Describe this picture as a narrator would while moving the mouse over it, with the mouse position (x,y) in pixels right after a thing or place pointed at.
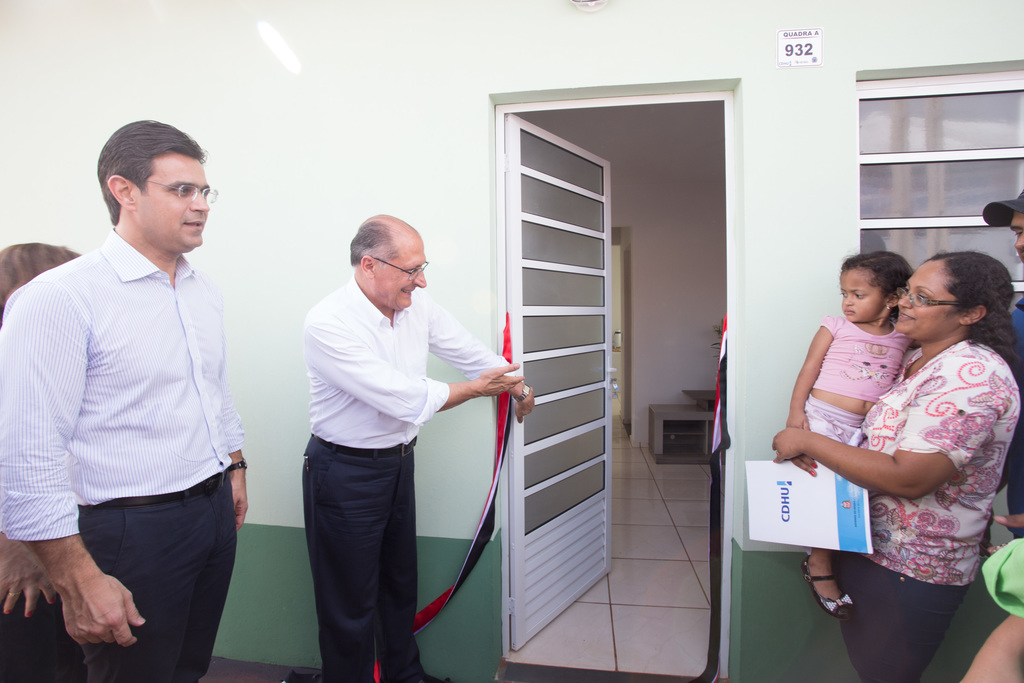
In this image, I can see few people (980,667) standing and a woman (914,507) carrying a girl (816,430). There is a room (578,117) with a door (524,626) and objects (682,438) in it. On the right side of the image (886,236), I can see a window (863,113) to the wall (504,31).
